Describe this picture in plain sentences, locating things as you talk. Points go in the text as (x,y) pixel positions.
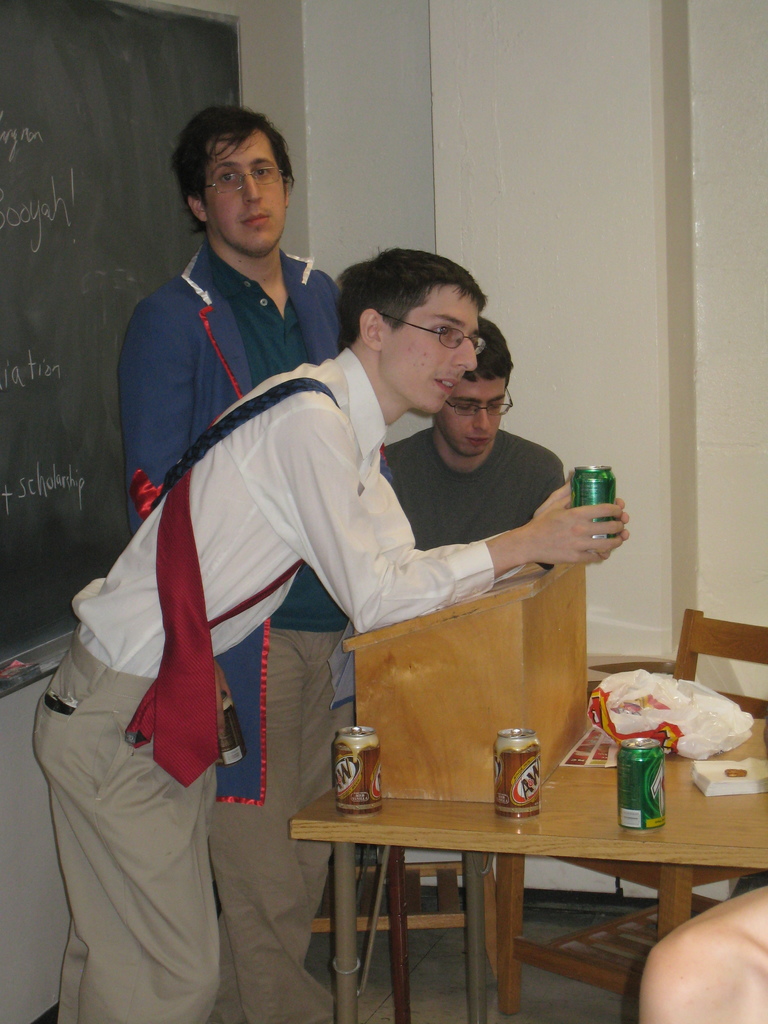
In this picture there are three men (353,376), two of them are standing. A person (340,507) in white dress (340,507) is holding soda can (589,489). There are three soda cans (512,764), covers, tissue papers (721,792) on the table (765,830). There is a wooden podium (495,649) and a person (706,968) is seen. Blackboard (88,185) is seen in the background (116,178).
